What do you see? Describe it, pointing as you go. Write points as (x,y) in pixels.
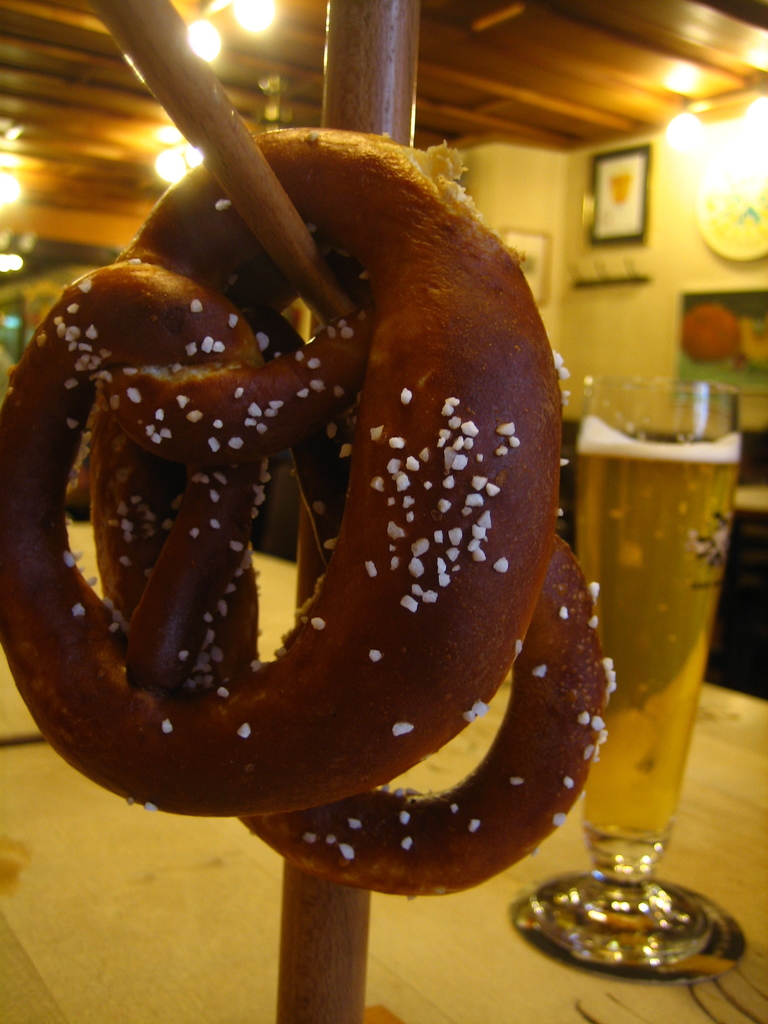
In this image I can see the food (165,626) to the stick (378,32). The food (300,615) is in brown color. To the side I can see the beer glass (634,634). These are on the table (252,905). In the back (266,7) I can see few lights (211,28) and frames (623,223) to the wall (619,315).
